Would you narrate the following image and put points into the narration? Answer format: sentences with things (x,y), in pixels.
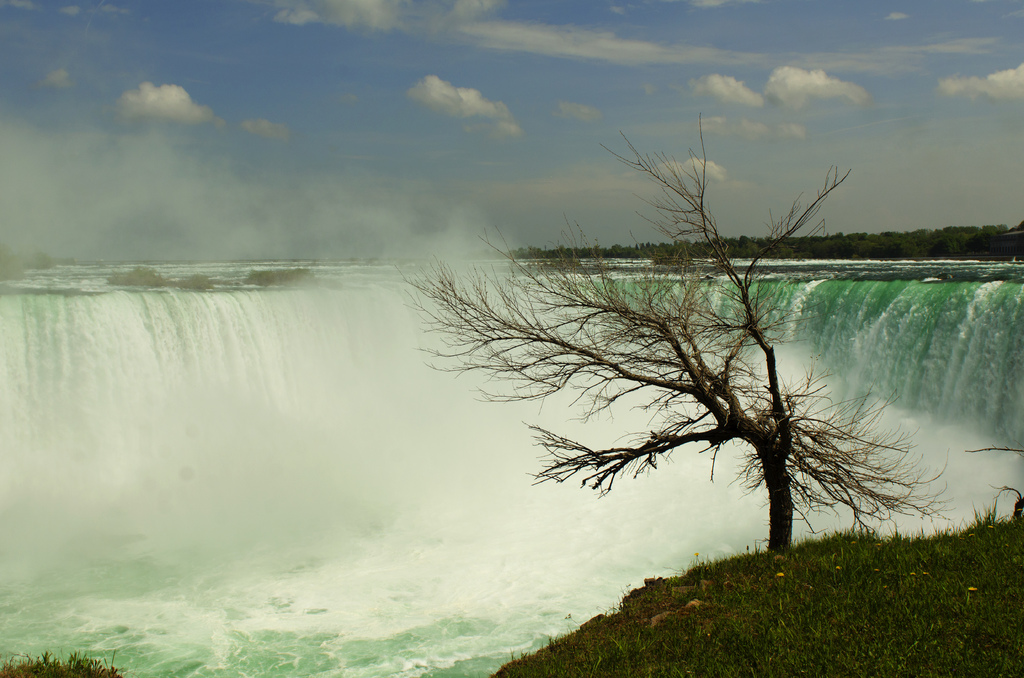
In this image we can see the waterfall (350,326), there are some trees (772,526) and grass (801,592), in the background (728,193) we can see the sky (749,178) with clouds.
